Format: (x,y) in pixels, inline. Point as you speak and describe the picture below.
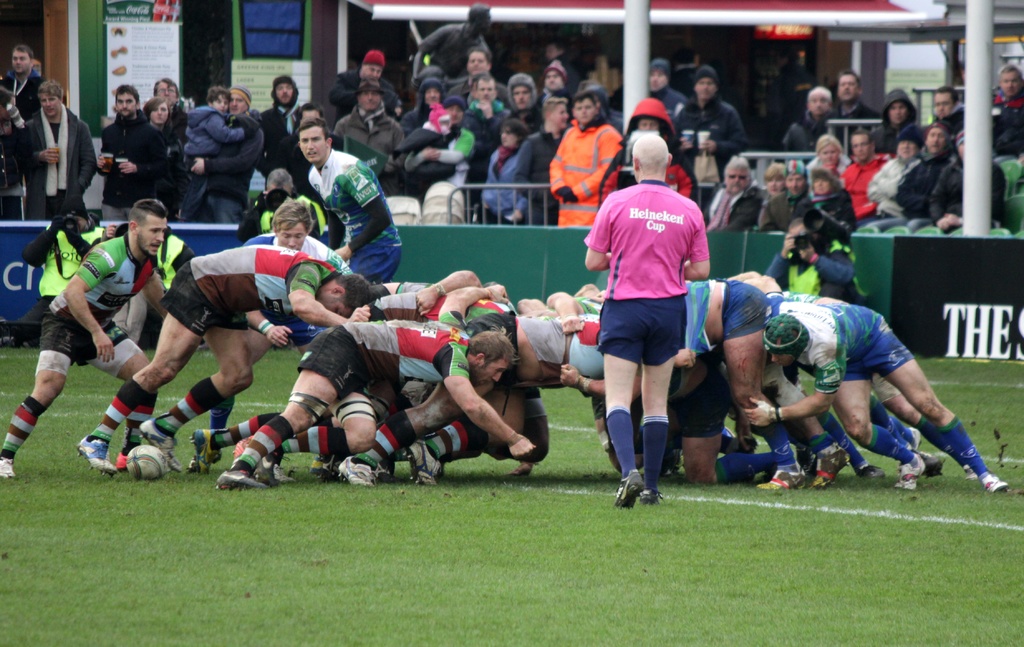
In this image we can see a few people (416,339), some of them are playing rugby on the ground (925,360), a person (61,258) is taking pictures with a camera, also we can see some boards (990,259) with some texts (257,68) written on it, also we can see shops (242,33), and poles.
